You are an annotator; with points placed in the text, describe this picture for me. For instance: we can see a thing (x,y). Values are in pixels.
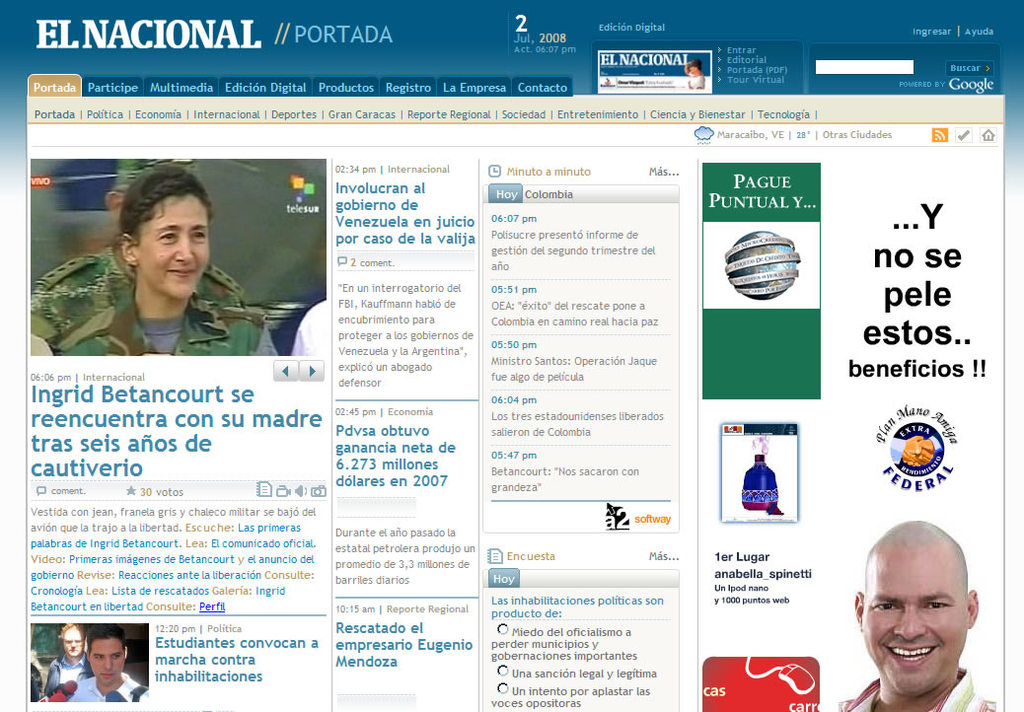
This looks like a web page (184,368). These are the pictures (307,321) and letters (361,456). I can see the options (225,96) and a search bar (829,71).
